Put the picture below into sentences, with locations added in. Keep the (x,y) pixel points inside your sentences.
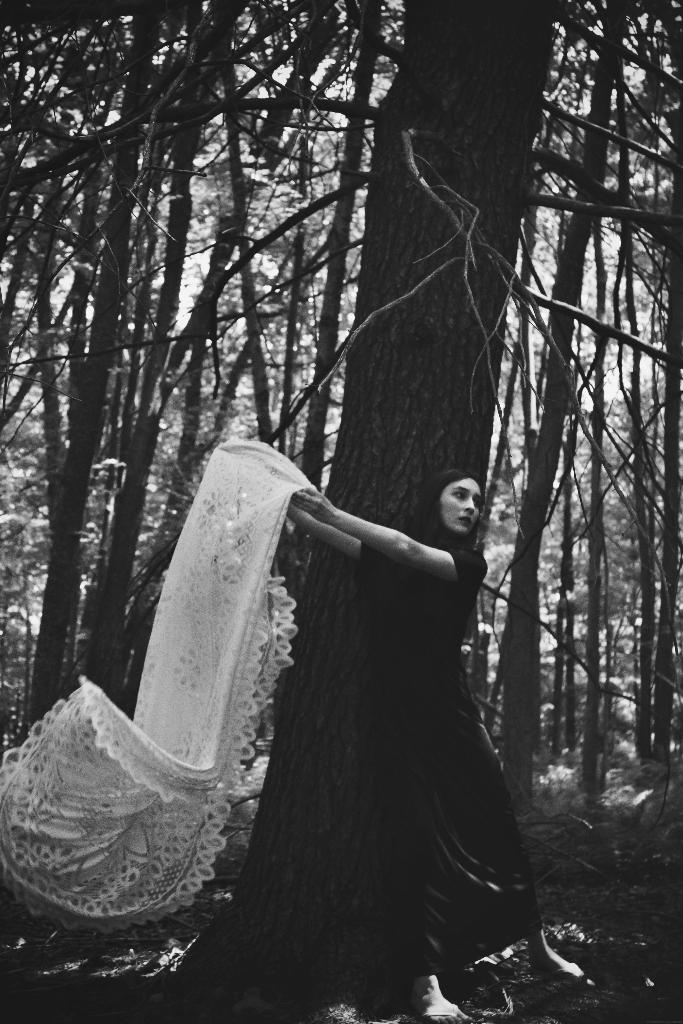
This picture is a black and white image. In this image we can see one woman (451,914) standing and holding a white cloth (89,843) near the tree (440,149). Some trees (378,83) in the background (655,520), some dried stems (62,135) and grass (600,819) on the ground (516,1009).
